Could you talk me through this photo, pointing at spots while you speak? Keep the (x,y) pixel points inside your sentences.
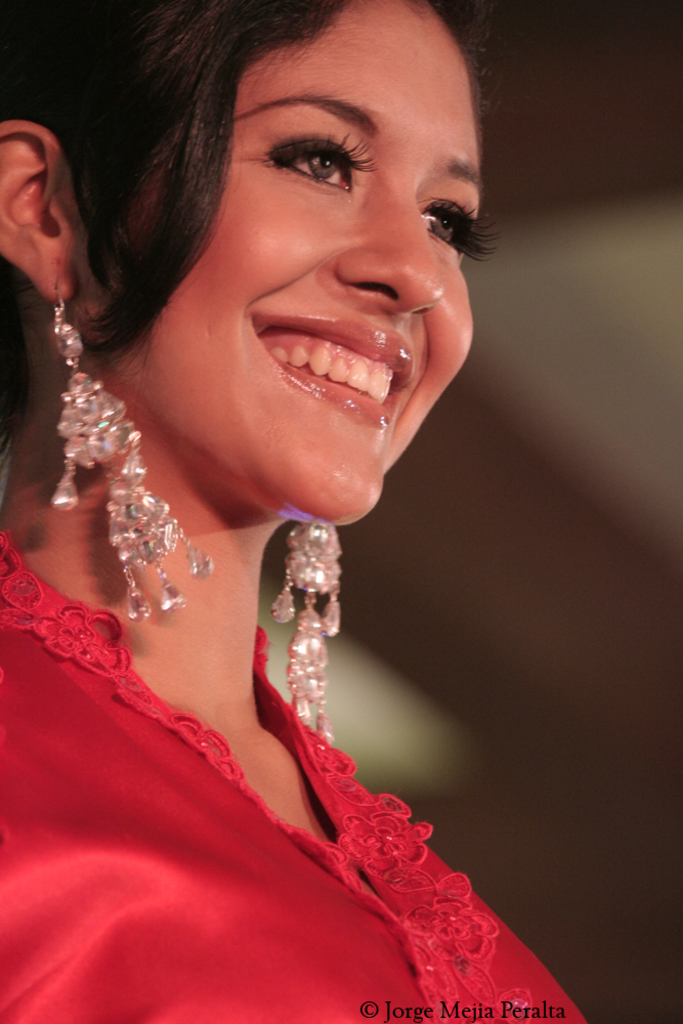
In this picture we can observe a woman (288,779) wearing red color dress (258,809) and smiling. We can observe silver color earrings (134,553). There is a black color watermark (459,1007) on the picture. The background (551,168) is completely blur.
